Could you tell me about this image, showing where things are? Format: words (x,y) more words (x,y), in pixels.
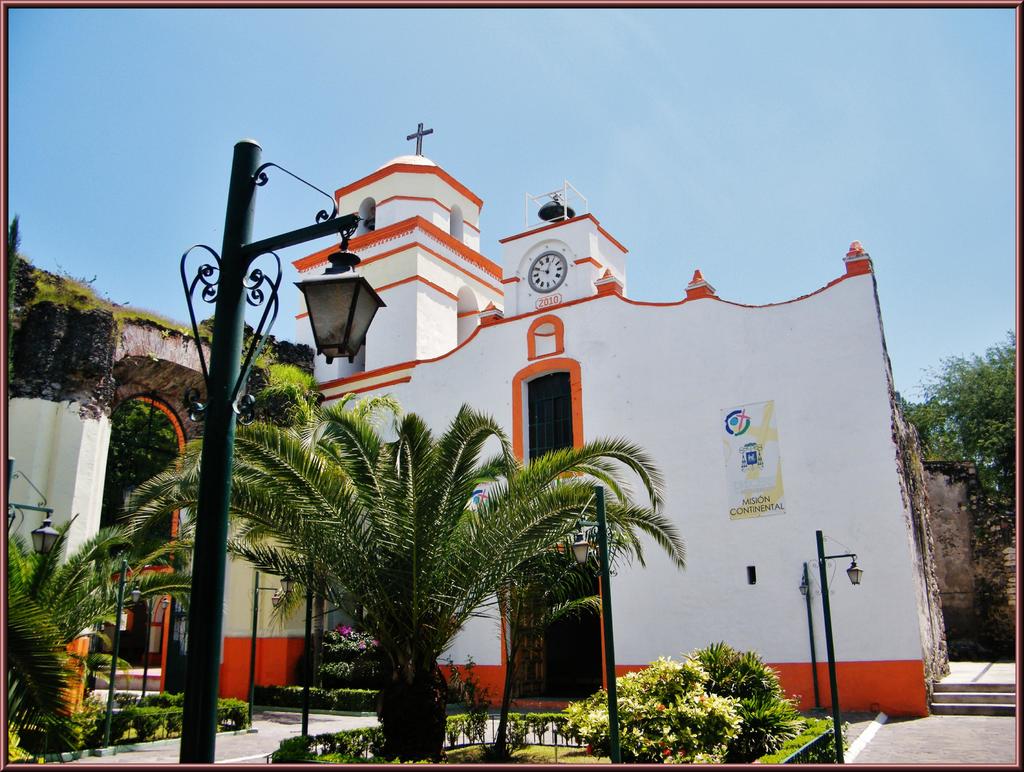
In this image I can see buildings (597,397), trees (509,473), poles (200,604), light poles (206,620), window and a clock (538,266). The sky (626,109) is in white and blue color.
